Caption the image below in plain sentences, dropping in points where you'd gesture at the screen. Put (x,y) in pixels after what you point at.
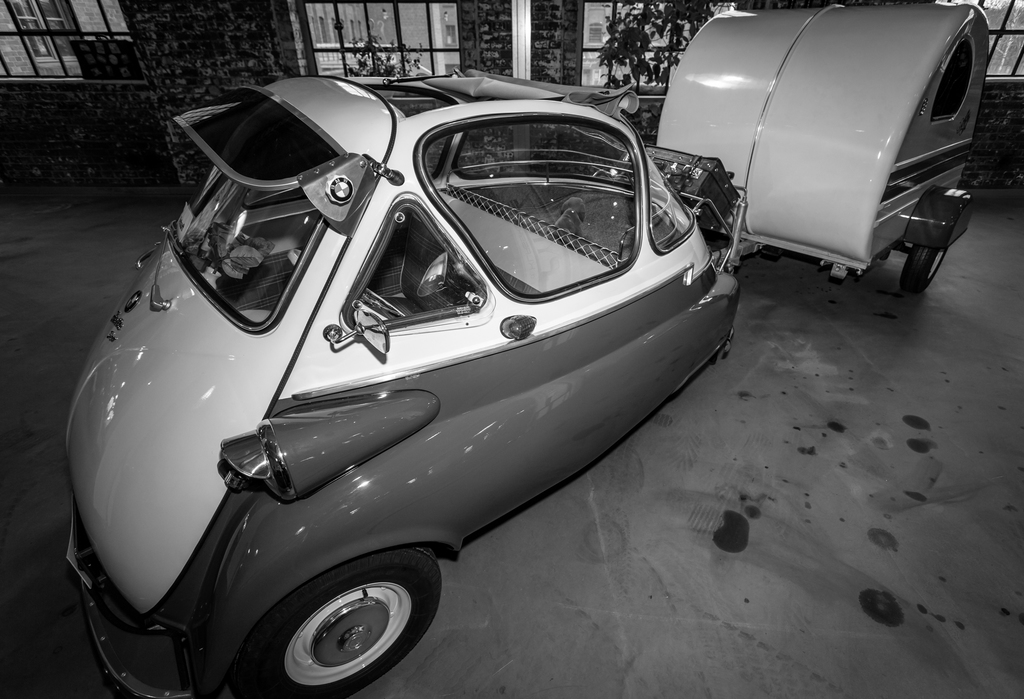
In this black and white image I can see a car (393,291) like a vehicle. I can see a building (228,84) with glass windows (80,40) behind the car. I can see a plant (631,50).
